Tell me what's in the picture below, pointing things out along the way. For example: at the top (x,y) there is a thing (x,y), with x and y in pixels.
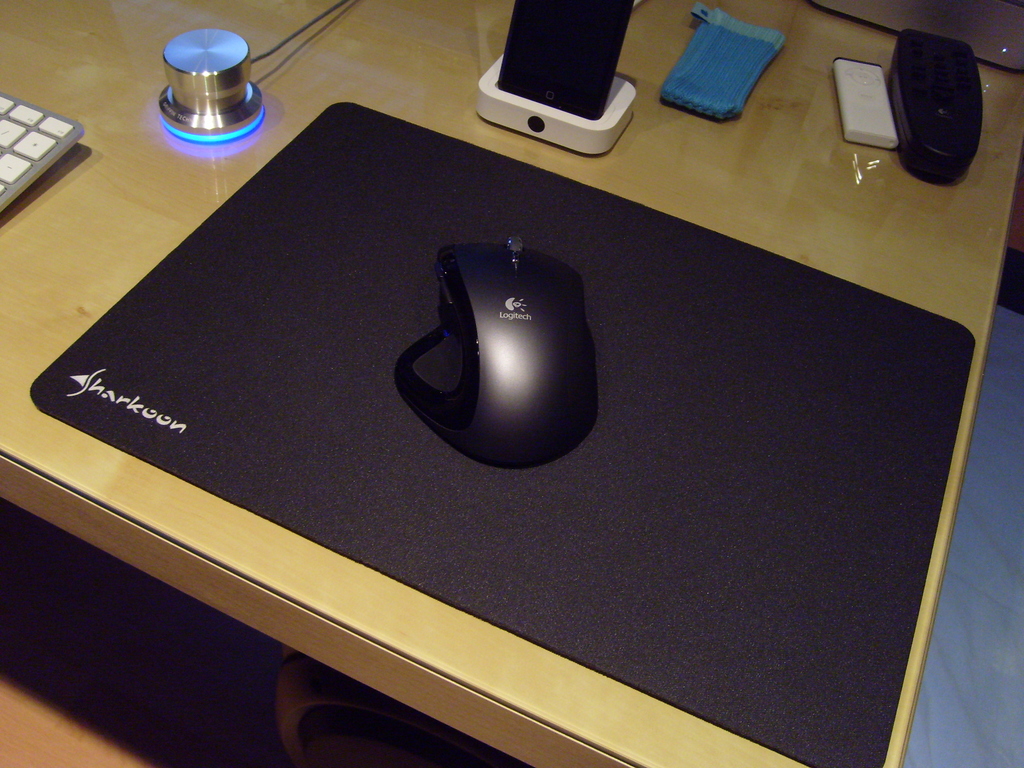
In this picture, we see a wooden table (95,199) on which a mouse (458,351), keyboard (24,137), mouse pad (404,517), speaker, objects (715,72) in white and blue color and some other objects (916,160) are placed.
